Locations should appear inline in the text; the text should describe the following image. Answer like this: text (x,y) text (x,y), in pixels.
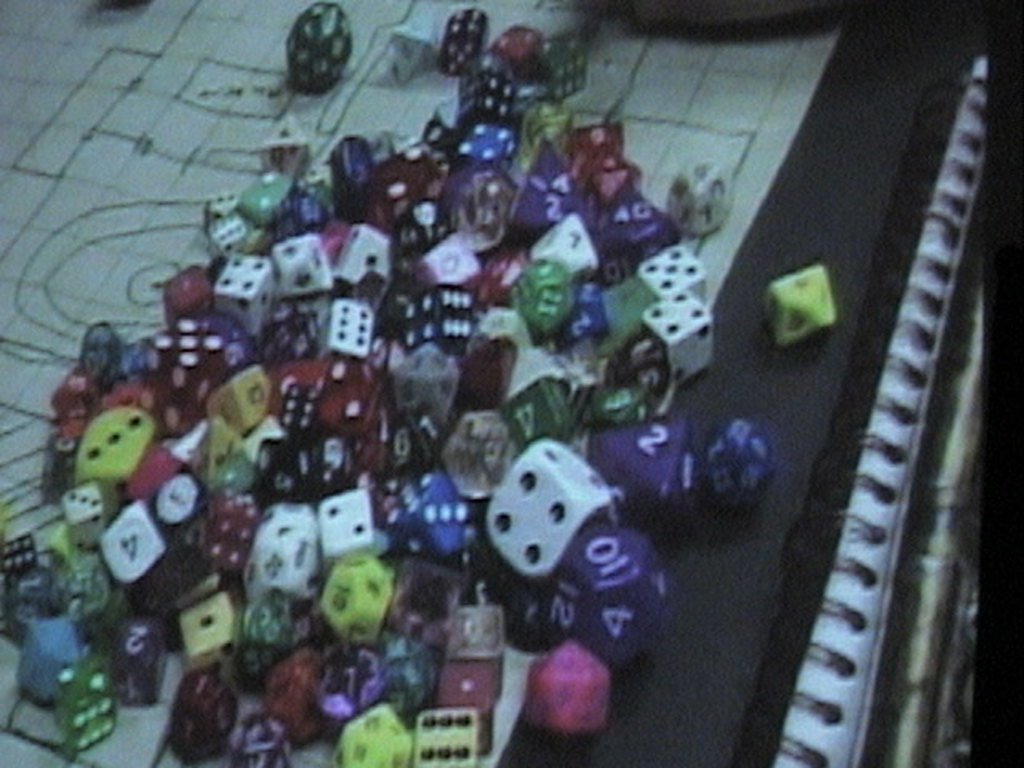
In this image we can see some dices (400,735) in different colors on the surface (25,168) which look like a board (8,433).
